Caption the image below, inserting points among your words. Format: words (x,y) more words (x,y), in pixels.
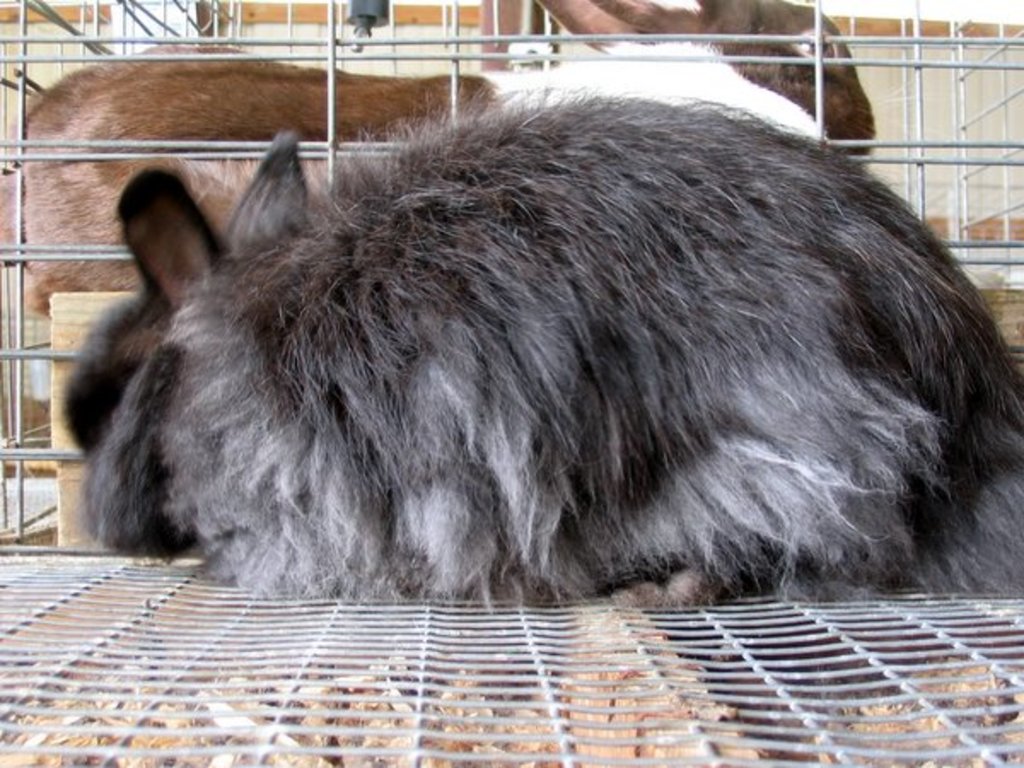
In this picture we can see some rabbits (317,474) are in the cage (183,662).
